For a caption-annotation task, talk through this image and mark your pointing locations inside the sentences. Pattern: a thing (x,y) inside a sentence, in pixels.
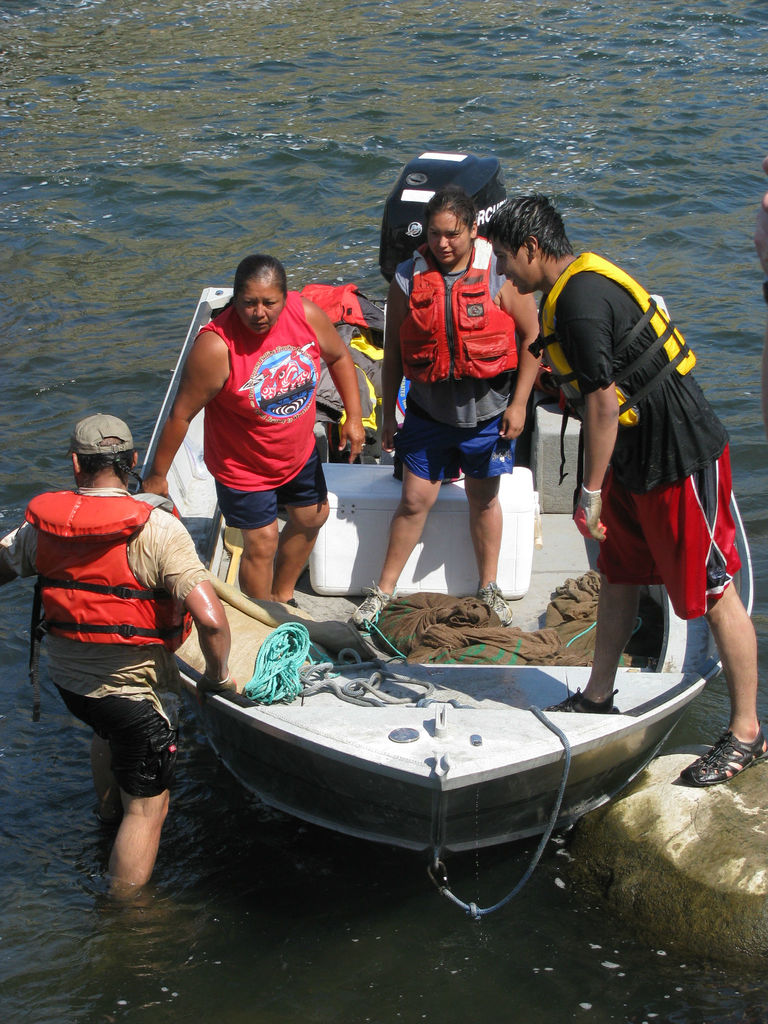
There are people (72,609) standing and we can see boat (477,738) above the water (323,873) and we can see ropes (539,851) and clothes (560,604) on a boat (344,460).
